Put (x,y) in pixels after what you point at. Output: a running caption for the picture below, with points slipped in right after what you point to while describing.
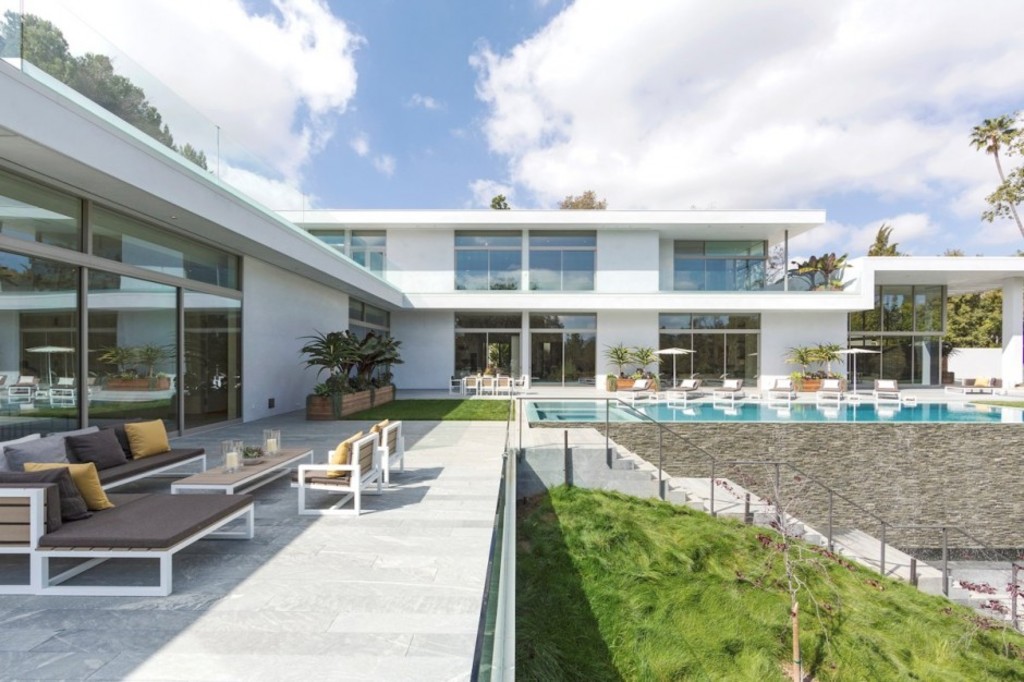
In this image, there is a floor (403,550) of white color, The right side of the image (731,626) there is the grass (652,520) and the swimming pool (728,411), In left side of the image (76,512) there are some tables (245,467) and there are some sofa (137,529), In the background (290,329) there is a house (669,314) and walls (633,322) of white color and sky (531,87) is of blue color and it is cloudy.
